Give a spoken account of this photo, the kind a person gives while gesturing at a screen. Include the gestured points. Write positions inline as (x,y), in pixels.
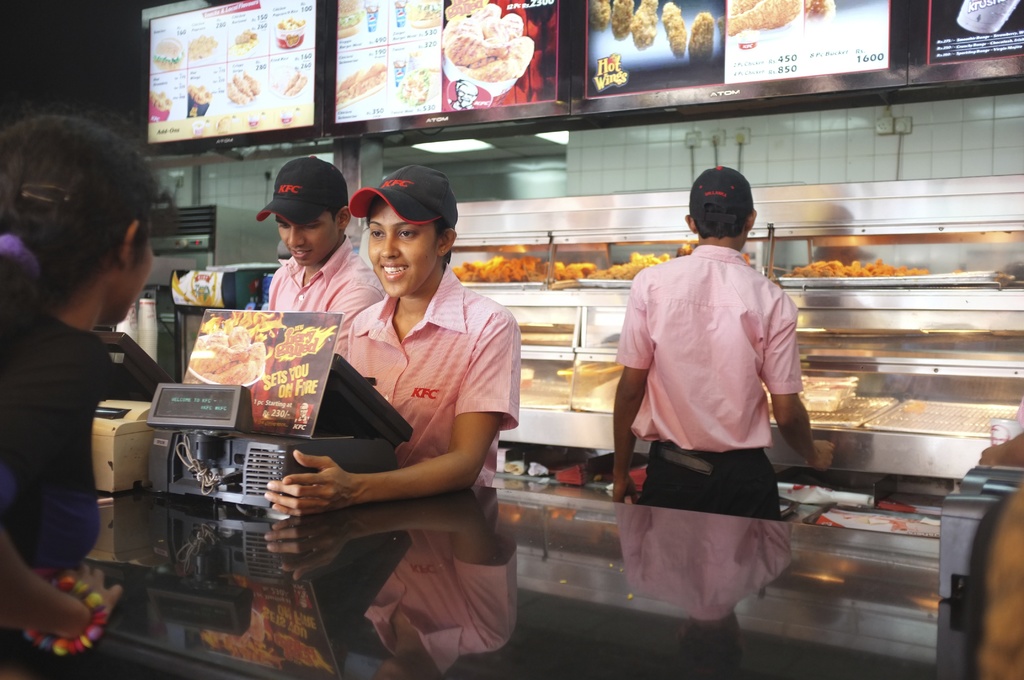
In this picture I can see the three persons (666,363) are standing in the middle (425,346), on the left side (228,391) there are machines (289,461) and a woman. In the background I can see the food items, at the top (147,108) there are pictures (296,37) on the televisions (413,83).
